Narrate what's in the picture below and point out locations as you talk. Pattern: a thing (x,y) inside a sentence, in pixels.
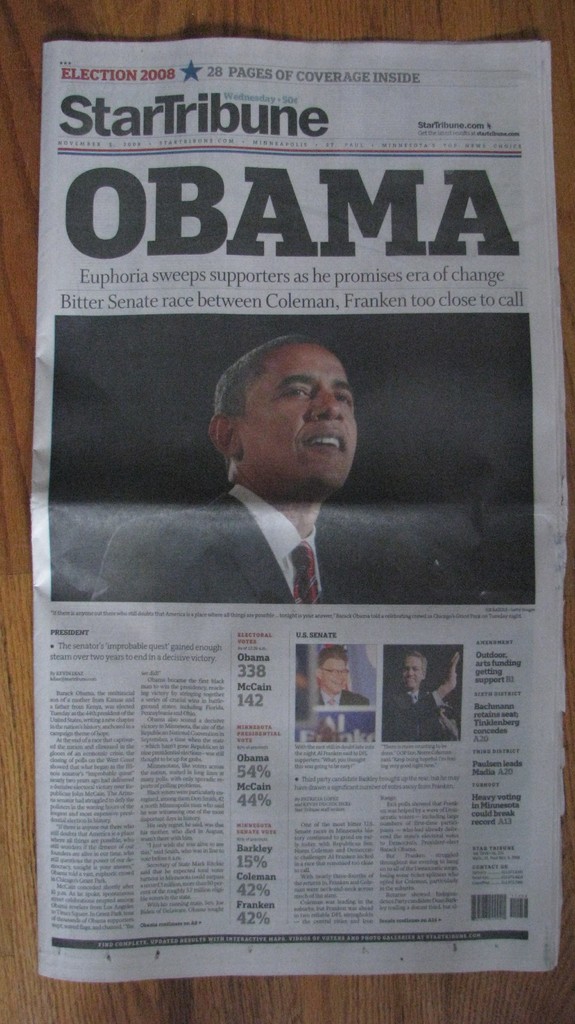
In this image there is a news paper (329,461) having few picture (318,560) of few persons (318,560) wearing suit (325,591) and tie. There is some text (322,892) on the paper (331,838).
